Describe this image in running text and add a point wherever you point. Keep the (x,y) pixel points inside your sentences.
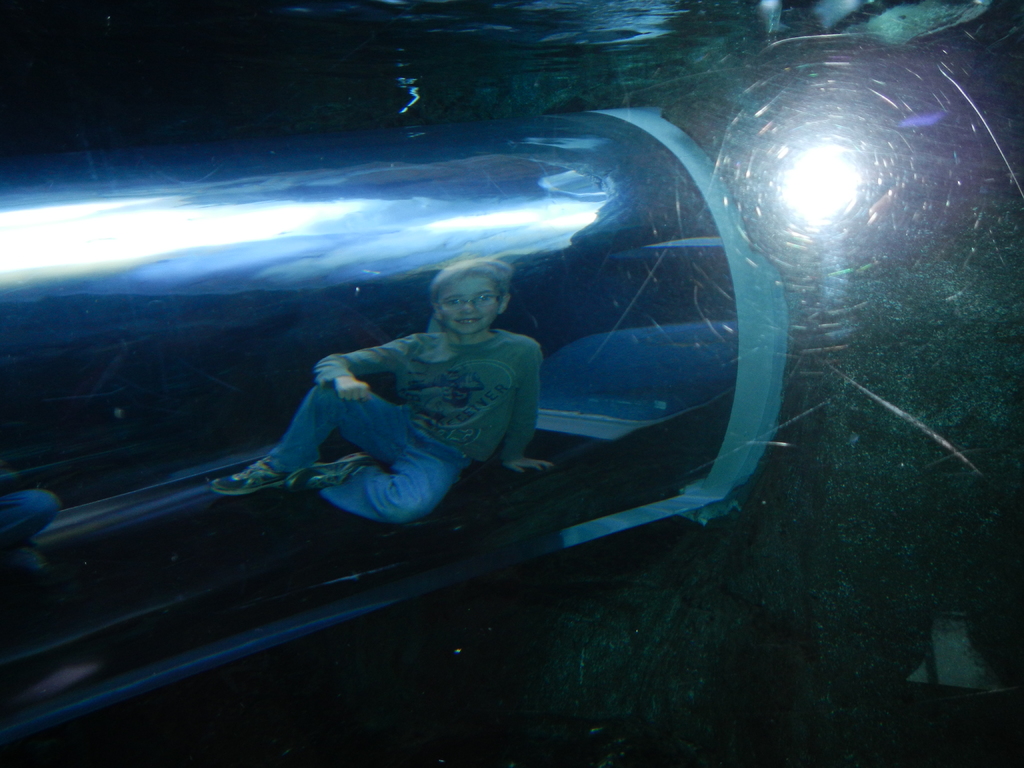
In this image there is a person (525,398) sitting inside the transparent cubicle (562,291). Behind the person (513,411) there is a light (819,216).
